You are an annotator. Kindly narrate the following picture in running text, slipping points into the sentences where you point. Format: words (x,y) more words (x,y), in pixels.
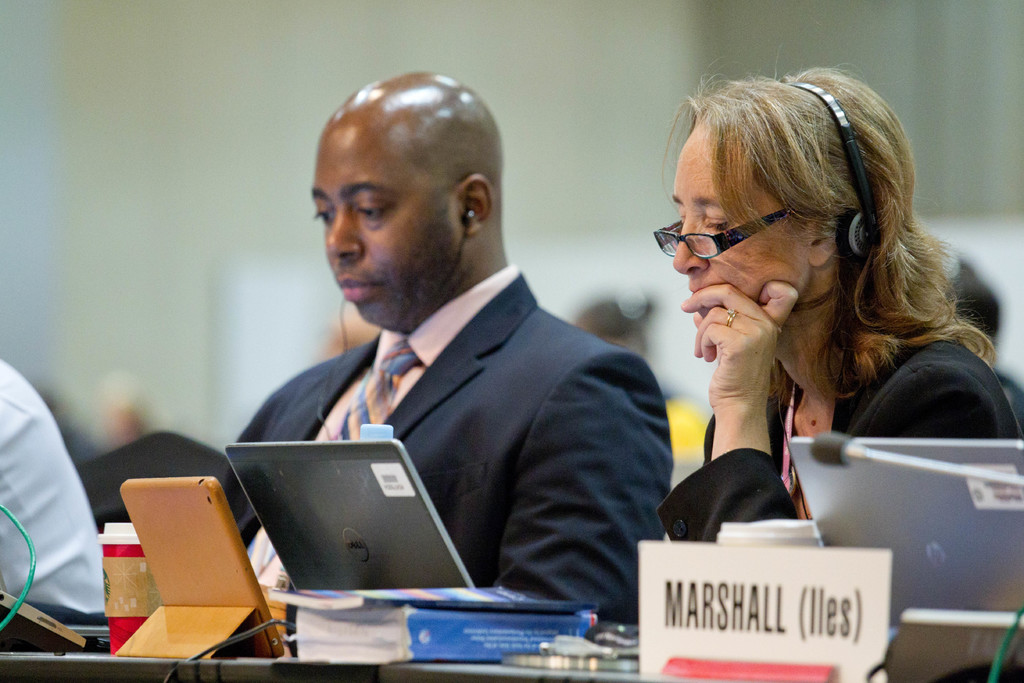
In the center of the image (368,371) we can see two people (349,251) are sitting on the chairs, in-front of them we can see a table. On the table (225,667) we can see the laptop's (978,516), mic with stand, board (778,645), books (522,617), bottle (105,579), tab (213,537) and some other objects (913,614). In the background of the image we can see some people (14,475) are sitting. At the top (344,33), the image is blurred.
